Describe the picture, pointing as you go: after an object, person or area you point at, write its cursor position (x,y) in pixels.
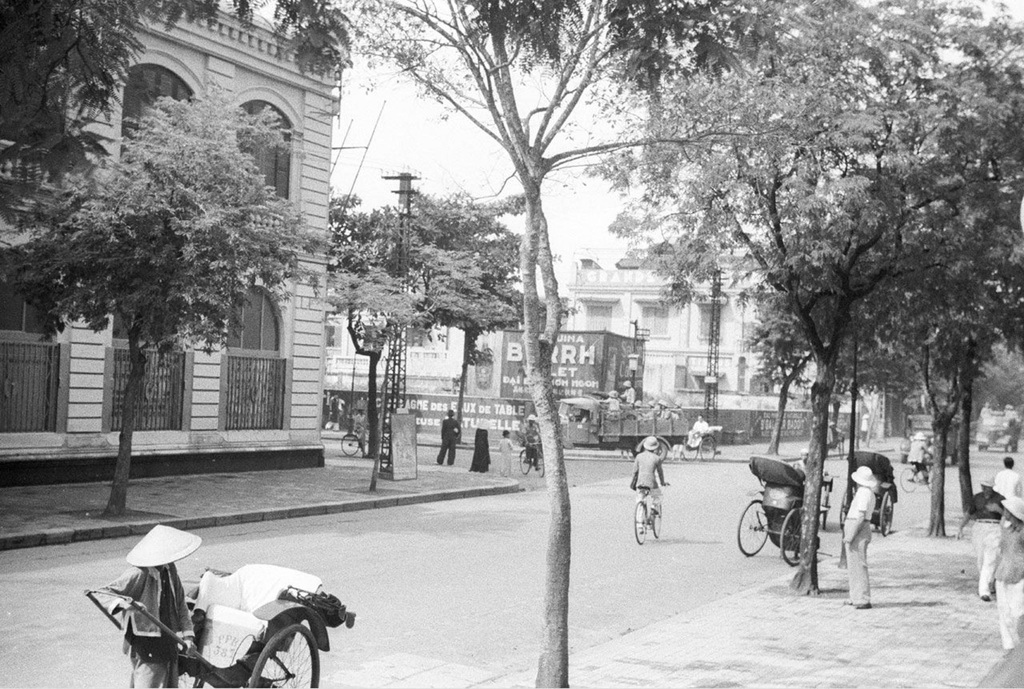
In this picture there is a old building (311,379) with window (294,199). Behind we can see white color building (651,298) and some trees (542,368). On the right side (776,508) there are three wheel cycle (791,508) parked near the walking area (901,544) and many trees (782,357).
